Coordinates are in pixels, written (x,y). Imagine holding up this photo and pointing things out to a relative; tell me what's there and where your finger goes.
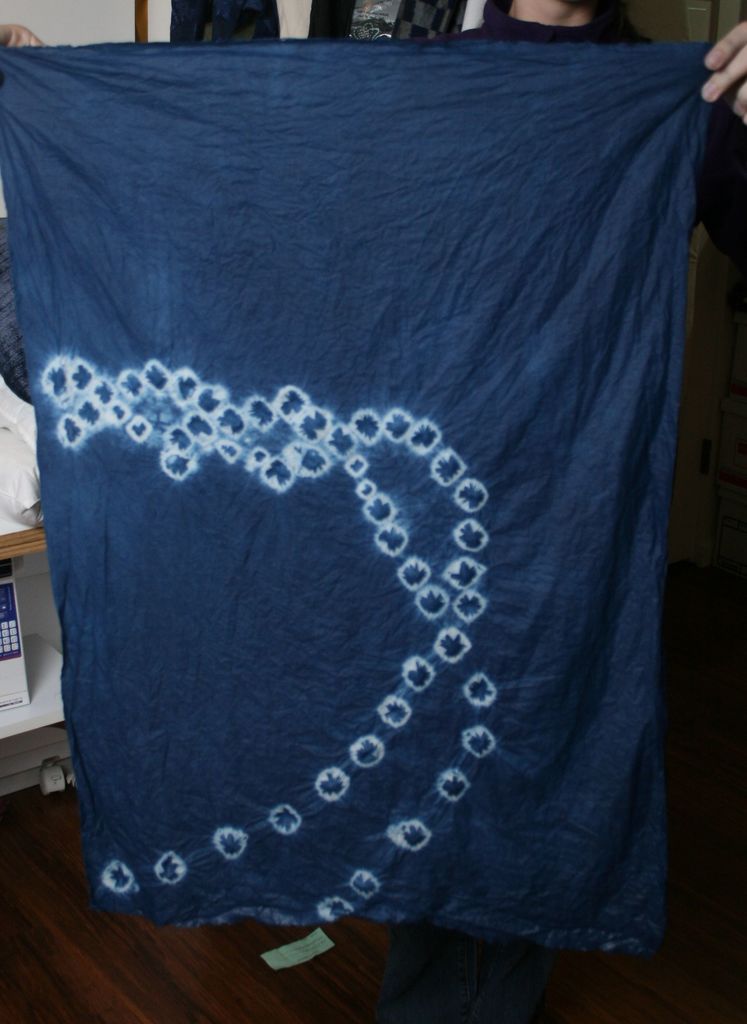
There is a person (617,5) holding a blue color cloth (468,111) and standing. In the background (82,31), there is white wall (81,18).
